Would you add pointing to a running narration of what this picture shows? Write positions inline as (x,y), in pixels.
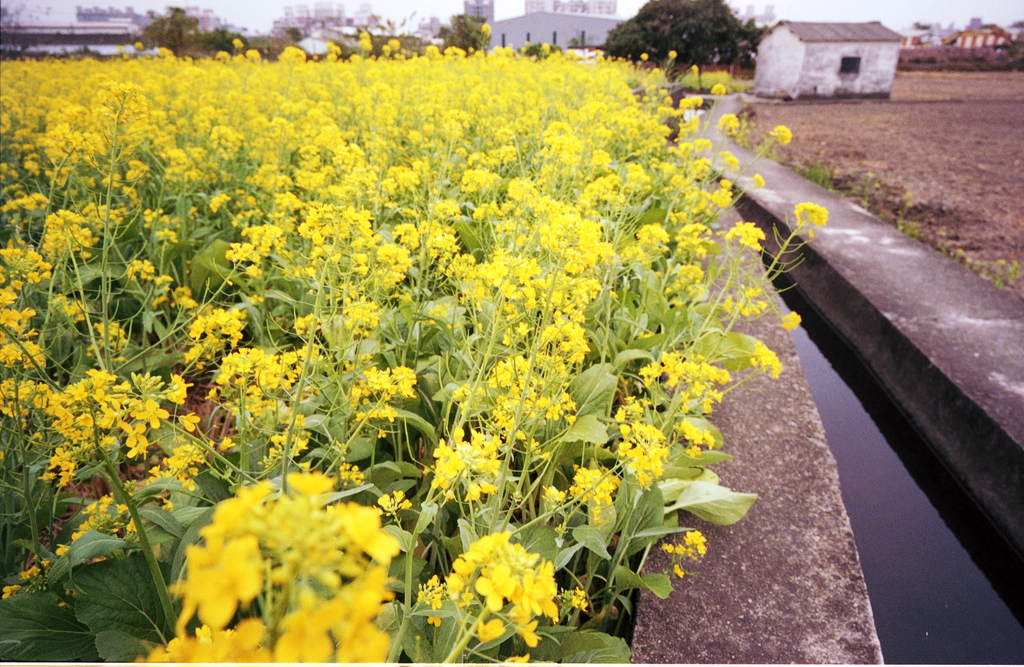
Background (832,53) portion of the picture is blurry and we can see the buildings (882,54) and houses (977,35). In this picture we can see the flower plants (488,398) and flowers (297,65) are in yellow color. On the right side of the picture (933,154) we can see the ground (940,116), water (916,554) and the walls (787,497).
